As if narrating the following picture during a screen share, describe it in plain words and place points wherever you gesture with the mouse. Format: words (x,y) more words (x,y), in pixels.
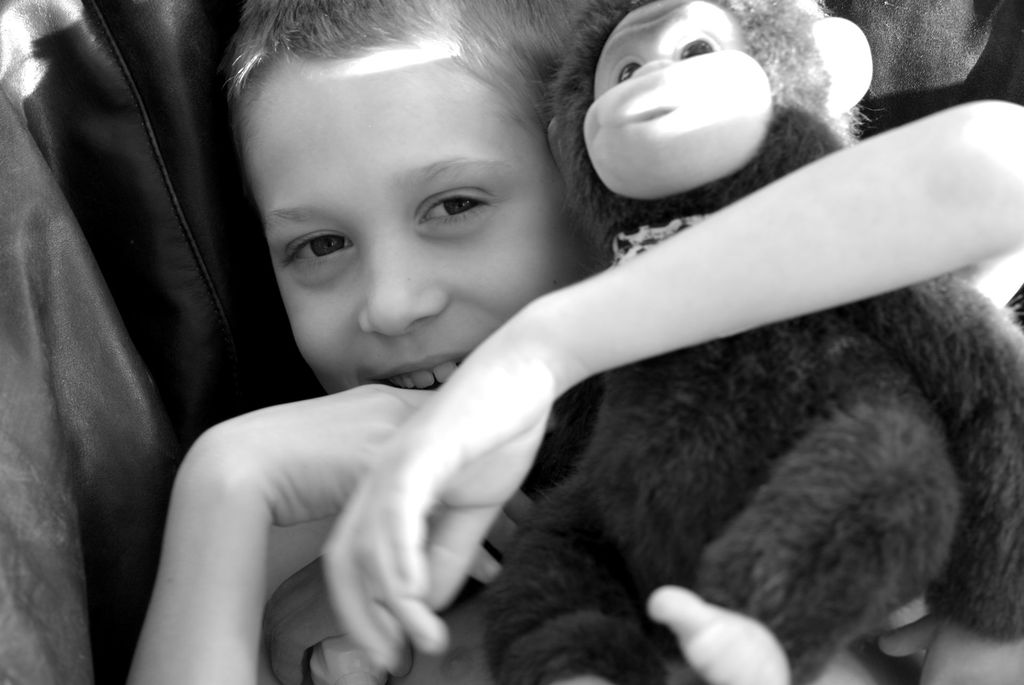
A boy (452,386) is holding monkey toy (739,447) in his arms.
